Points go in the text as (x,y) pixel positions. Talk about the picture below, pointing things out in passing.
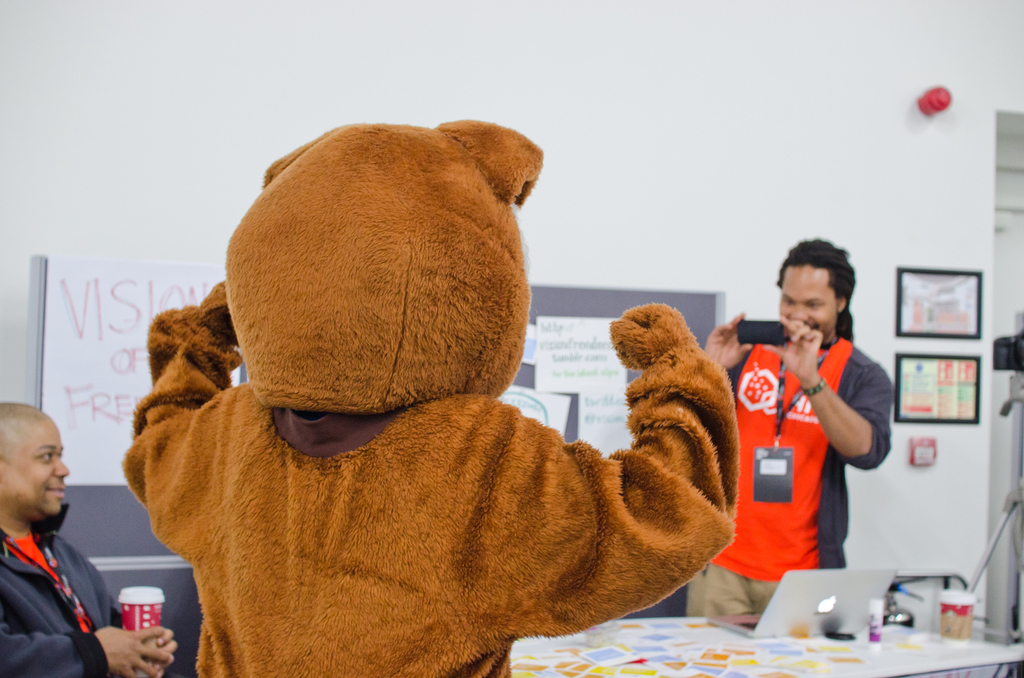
In the background (884,123) we can see frames (908,401) and notice boards (600,317) on the wall (701,187). We can see a man (846,327) holding a mobile (764,328) in his hands (730,326) and taking a snap. On the table (759,658) we can see paper notes (784,673) and other objects (846,627). Here we can see a person (459,415) wearing teddy fancy dress (329,475).
